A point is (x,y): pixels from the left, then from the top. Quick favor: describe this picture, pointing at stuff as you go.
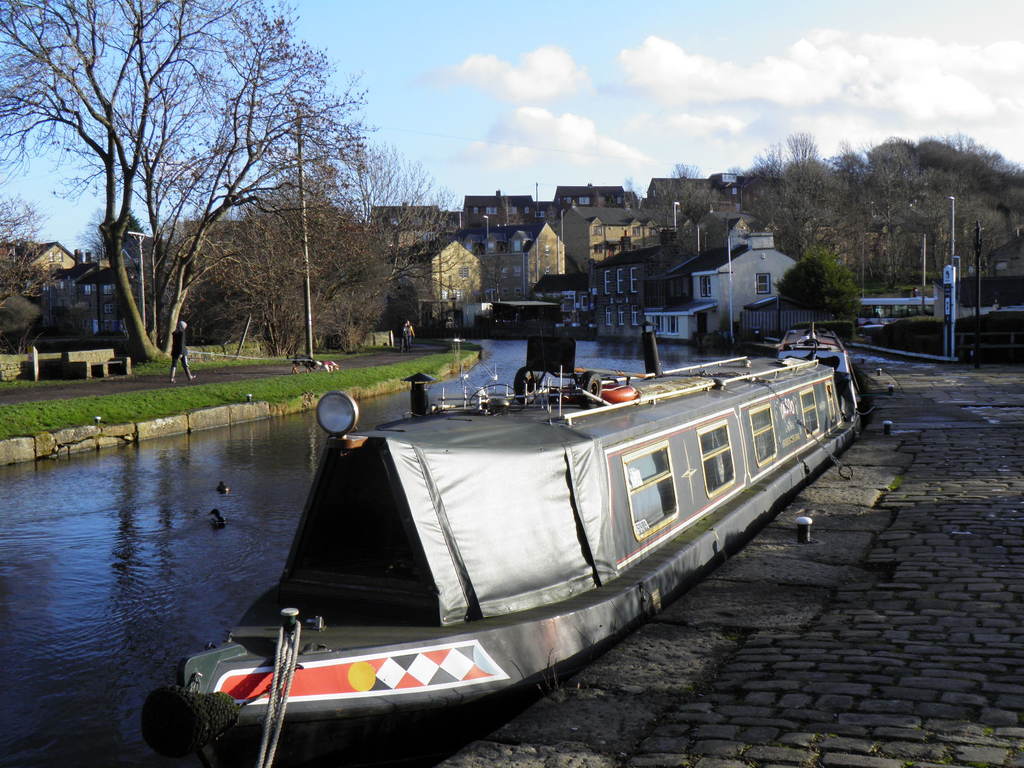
In this image we can see a boat (468,527) which is on water (58,570) on right side of the image (859,531) we can see walkway (984,391), on left side of the image (190,374) there are some benches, trees (113,135) and some persons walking through the walkway (399,345) and in the background of the image (442,309) there are some houses (478,267), trees (767,221) and sky (570,181) with clouds (487,147).
